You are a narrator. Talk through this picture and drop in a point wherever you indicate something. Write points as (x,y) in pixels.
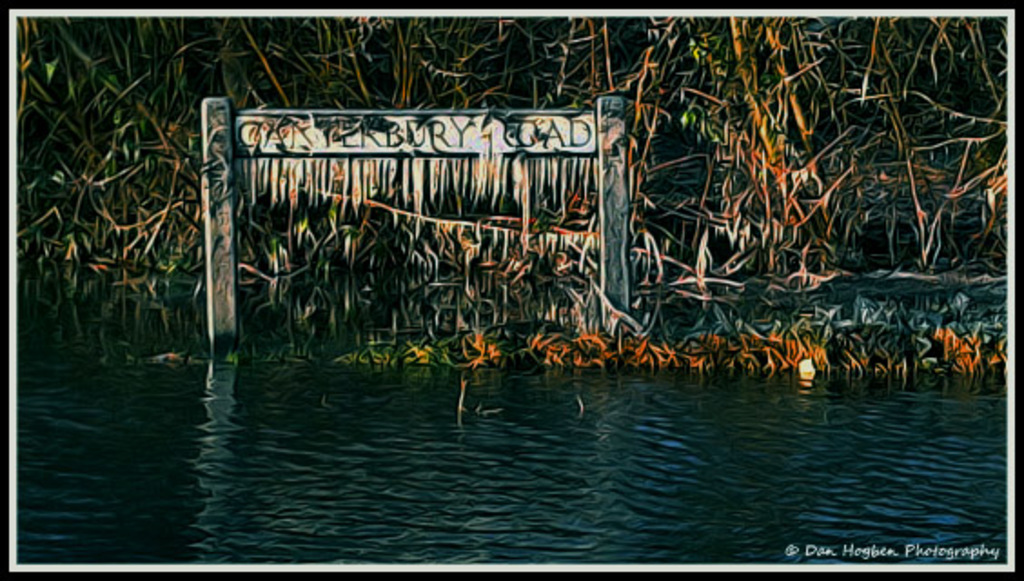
This picture shows an edited image and we see water (483,381) and few trees (827,113) and a name board (562,138) and we see a watermark (927,547) on the right bottom of the picture (883,553).
